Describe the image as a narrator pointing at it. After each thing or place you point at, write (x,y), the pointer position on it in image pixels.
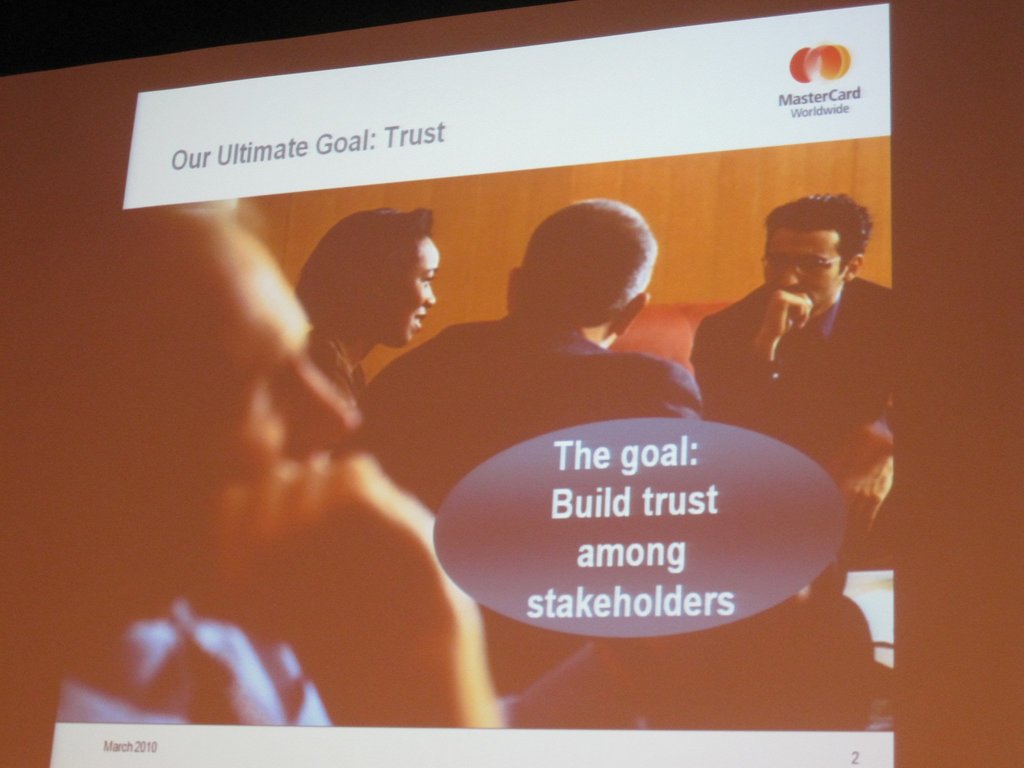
In this image we can see a screen (543,479) with some persons (438,474) and text (569,495) on it.
